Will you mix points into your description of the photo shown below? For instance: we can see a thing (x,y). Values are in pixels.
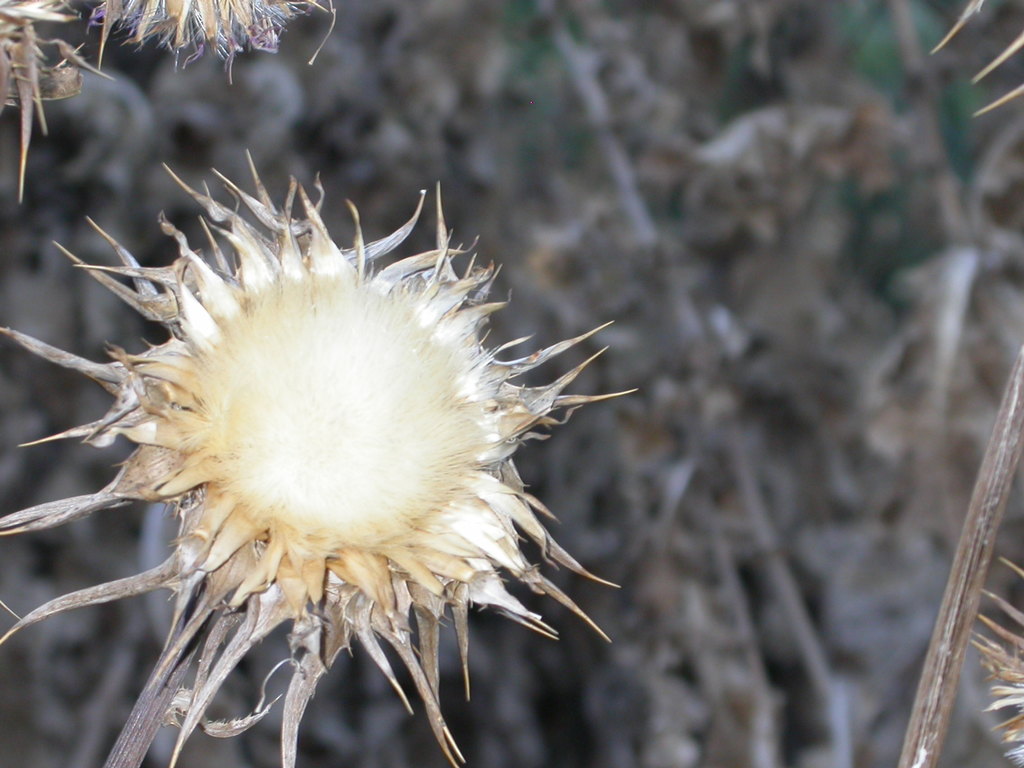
In the image there is a flower (356,352) to the dry plant (180,692) and the background of the flower (492,399) is brown.
